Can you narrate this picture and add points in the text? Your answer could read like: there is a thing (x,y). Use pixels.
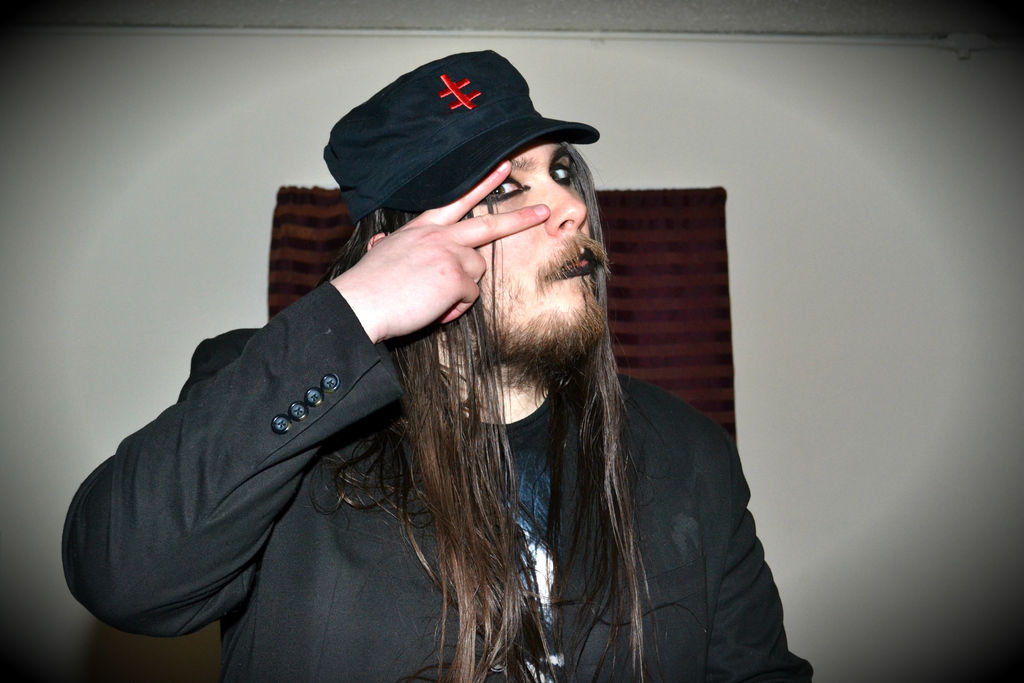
In the center of the image (584,319), we can see a person (557,343) sitting and wearing a cap (427,140) and a coat (599,517) and in the background (629,54), there is a wall (821,58) and we can see a pipe (653,38).
